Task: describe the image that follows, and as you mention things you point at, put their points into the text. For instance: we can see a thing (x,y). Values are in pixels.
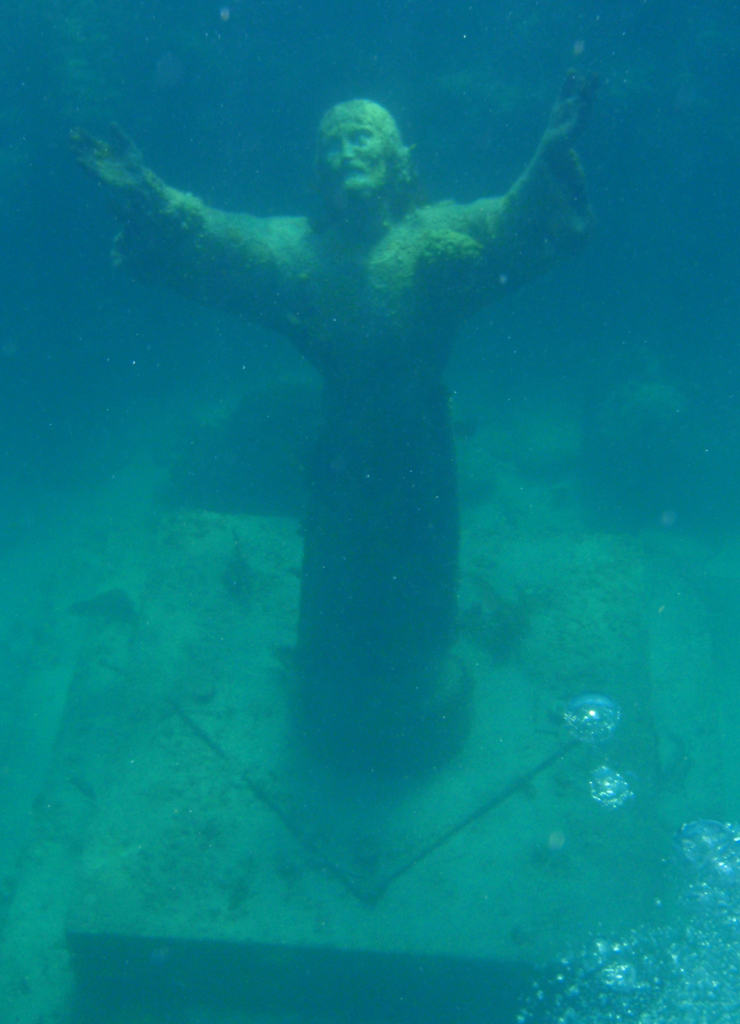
In this picture there is a statue (364,125) in the water (401,98). In the bottom right corner (581,1011) I can see the water bubbles (588,1000).
